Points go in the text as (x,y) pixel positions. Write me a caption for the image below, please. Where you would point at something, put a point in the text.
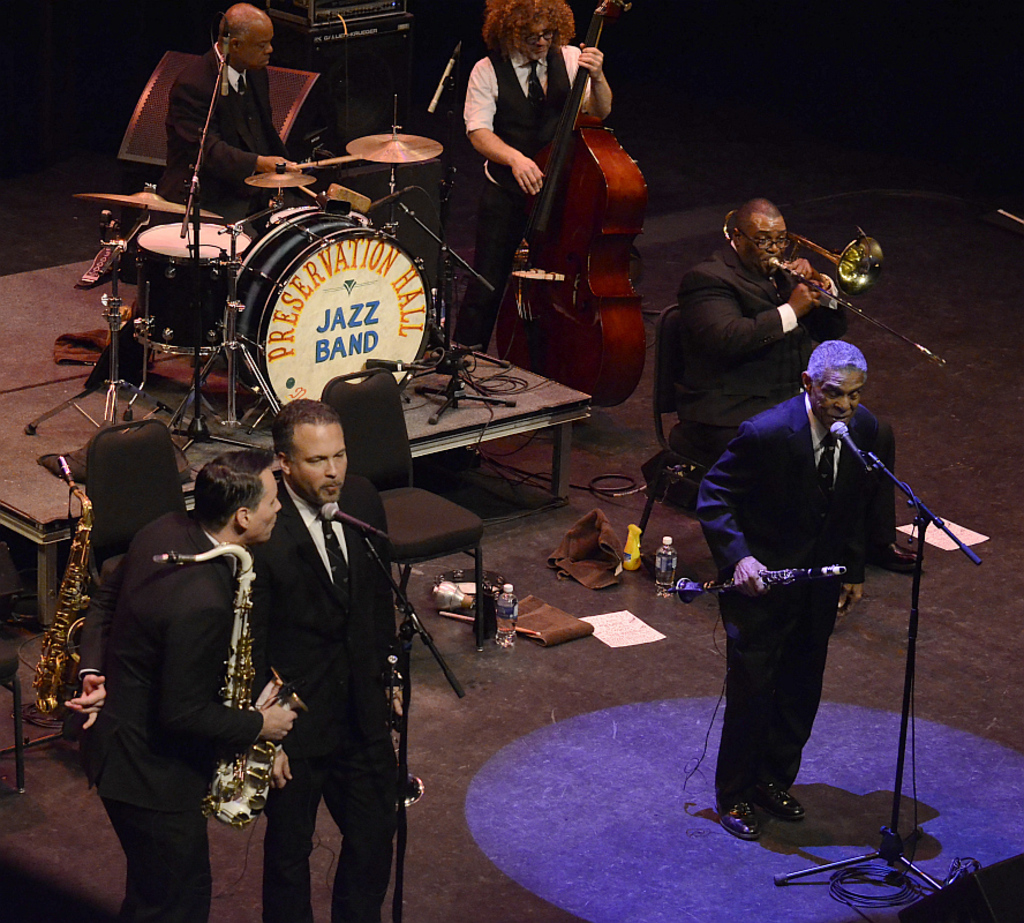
In this image, I can see three people (177,630) standing and singing a song. These are the saxophones (64,661). This person (230,165) is sitting and playing the drums (341,273). Here is another person (546,30) standing and playing the double bass (540,226). I can see the water bottles (509,627), napkins (563,616), papers (619,633) and few other things (447,595) on the floor (513,668). These are the mikes (396,197), which are attached to the mike stands (413,219). Here is another person (725,390) sitting and playing the musical instruments (810,279). This looks like a speaker (365,85). This is the stage (50,345). The background (725,136) looks dark. I can see the spotlight (638,838) on the floor (662,838).
